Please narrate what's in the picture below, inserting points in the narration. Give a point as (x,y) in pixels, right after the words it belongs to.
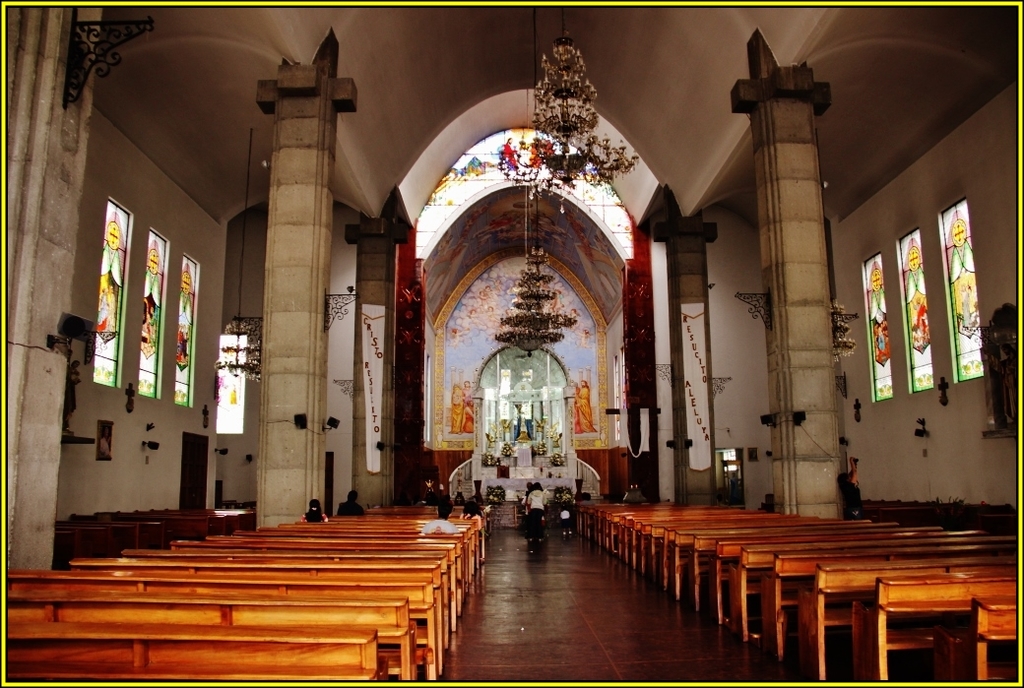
In this image we can see inside of a church (760,315). There are few pillars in the image. There are few people (441,526) sitting at the left side of the image (327,521). There are few people (540,502) standing in the image. There are many benches (879,568) in the image. We can see the painting (469,394) on the walls (565,372) and the glasses (185,344). There are few lamps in the image. We can see an idol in the image.
